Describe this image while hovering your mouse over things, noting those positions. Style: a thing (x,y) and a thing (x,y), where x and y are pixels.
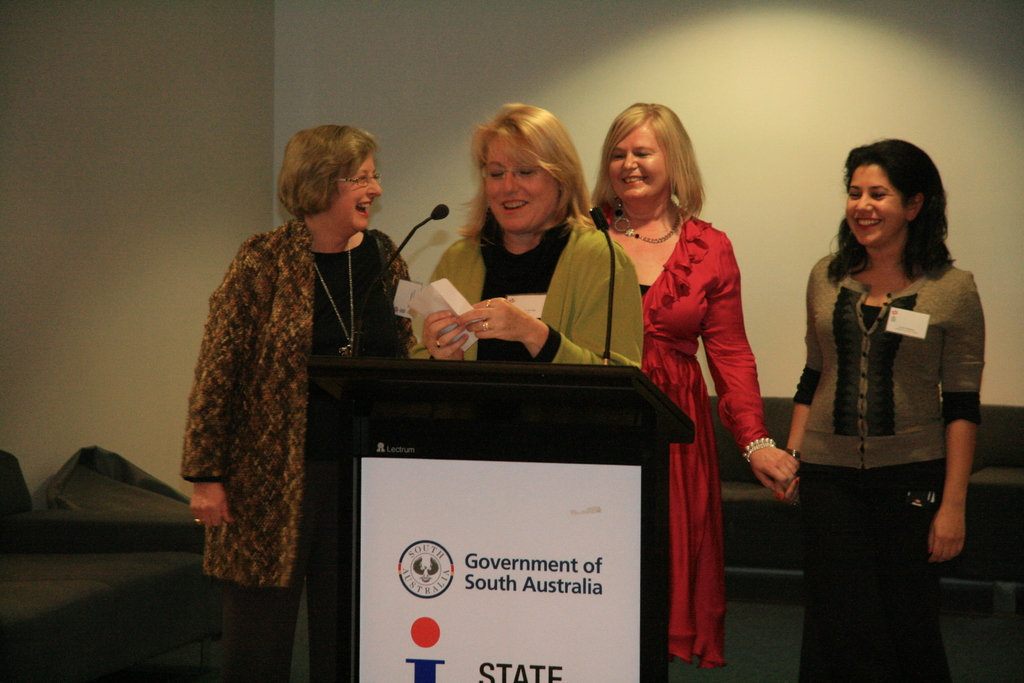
There are four women (531,289) standing and smiling. This is the podium (641,457) with the mike (360,340). I can see a board (432,485), which is attached to the podium (414,450). I can see the couches (76,566). This is the wall (594,44).
